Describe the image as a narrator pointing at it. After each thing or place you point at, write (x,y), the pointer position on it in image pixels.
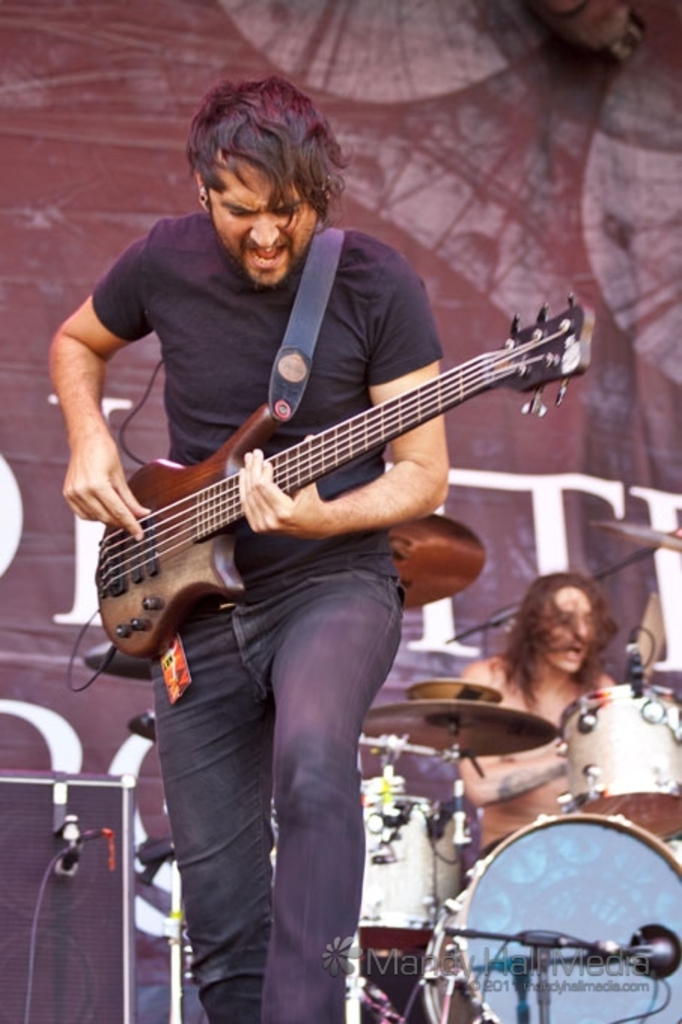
This image is clicked in a concert. In the front (175,485), there is a man (262,937) wearing black t-shirt (251,402) is playing guitar (240,459). In the background (538,764), there is a man (525,770) sitting and playing drums (583,740). In the background (361,83), there is a banner (511,126).
